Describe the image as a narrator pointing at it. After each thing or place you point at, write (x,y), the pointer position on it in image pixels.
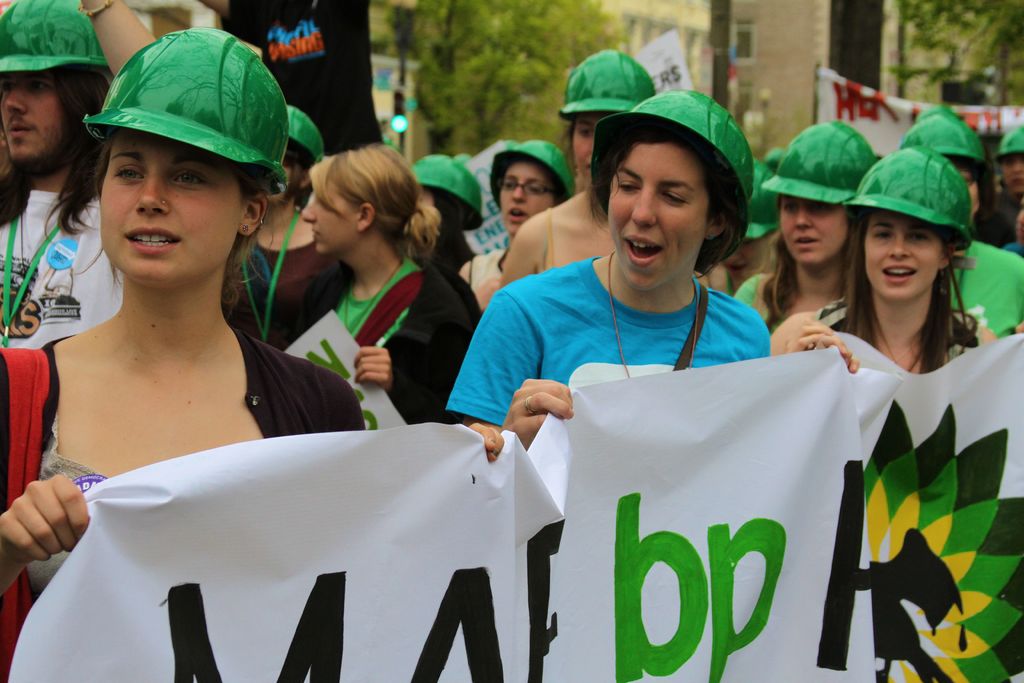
In this image I can see group of women (677,232) wearing a green color cap (829,134) and some women (272,411) holding a hoarding board (577,434) and at the top (456,50) I can see the wall (771,51) and trees (956,44).
